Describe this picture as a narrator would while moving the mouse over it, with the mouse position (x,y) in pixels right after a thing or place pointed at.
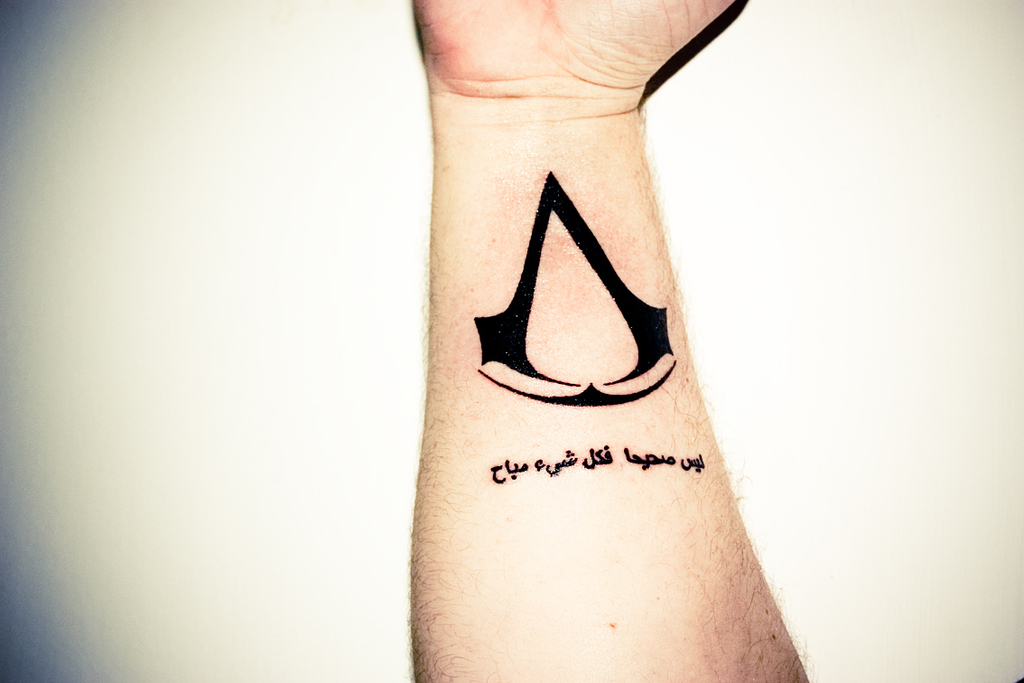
Here we can see tattoo (516,311) on hand (617,513). Background (836,106) it is white color.
